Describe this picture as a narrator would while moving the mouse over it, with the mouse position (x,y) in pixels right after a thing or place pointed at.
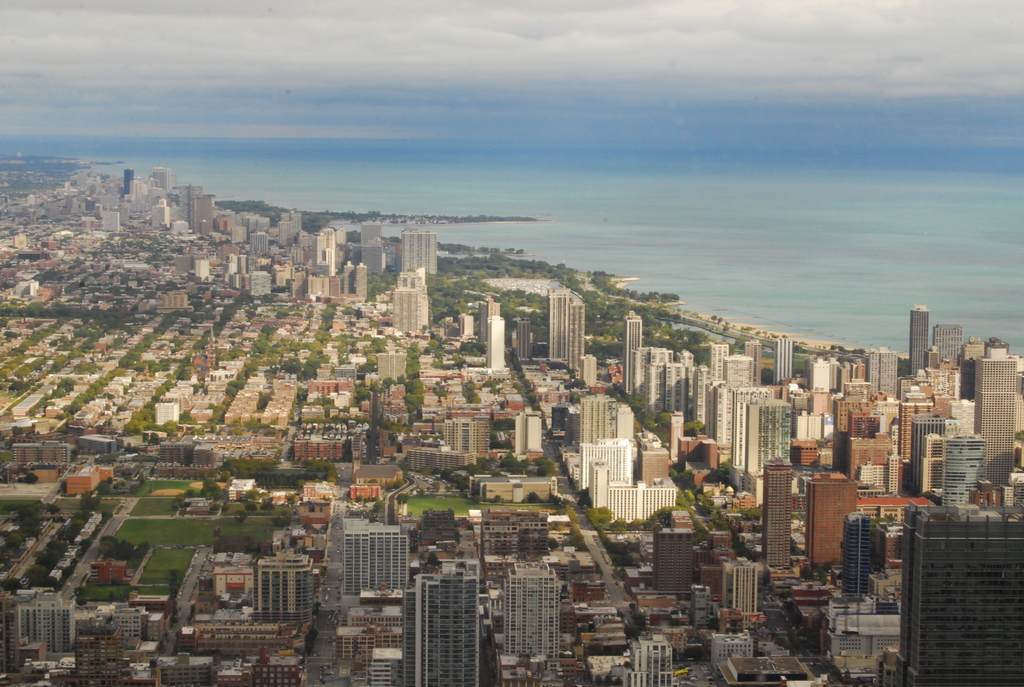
In this image there is the sky (577,65) towards the top of the image (500,65), there are clouds (647,76) in the sky (641,84), there is water (833,188) towards the right of the image (918,235), there are buildings (272,618), there is grass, there are trees (644,419).
